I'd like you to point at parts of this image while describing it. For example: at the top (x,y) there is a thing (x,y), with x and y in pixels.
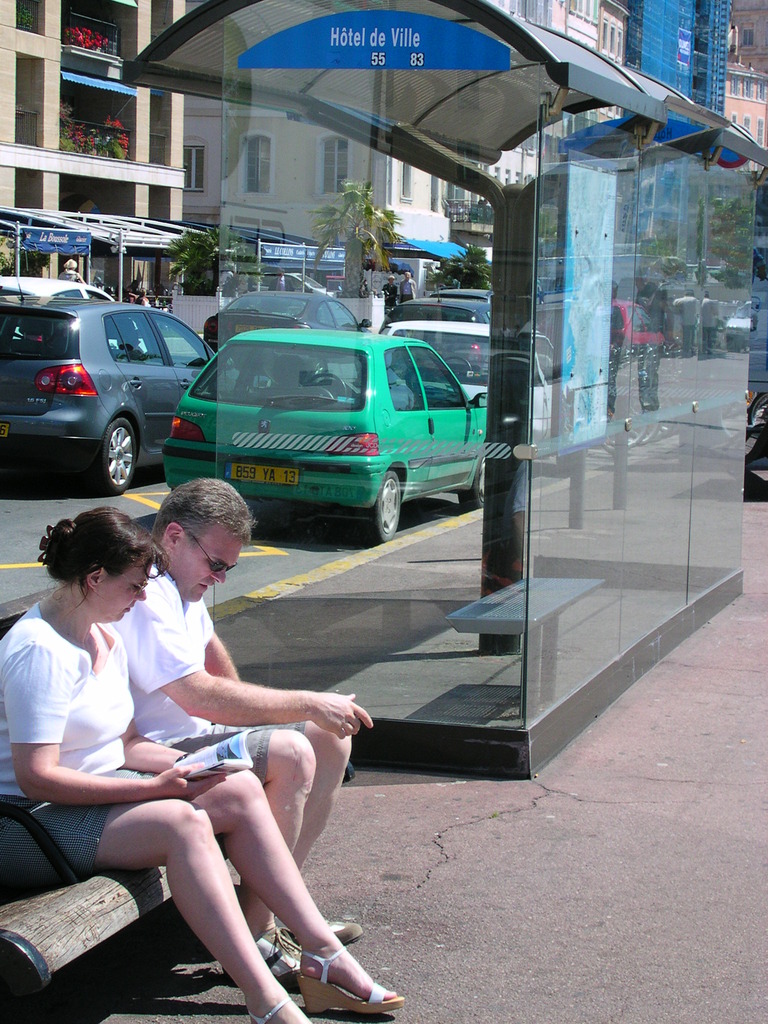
This picture is clicked outside. In the foreground (29,778) we can see the two people (96,675) wearing white color T-shirts (94,699) and sitting on the bench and we can see the book (200,754). In the center (364,604) we can see a shed (509,355) and the bench (520,596) and we can see the cars (345,365) seems to be running on the road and we can see the group of people (715,314). In the background (743,58) we can see the buildings (242,160), trees (362,215), metal rods (160,242), tents (421,255) and some other items (757,369).
